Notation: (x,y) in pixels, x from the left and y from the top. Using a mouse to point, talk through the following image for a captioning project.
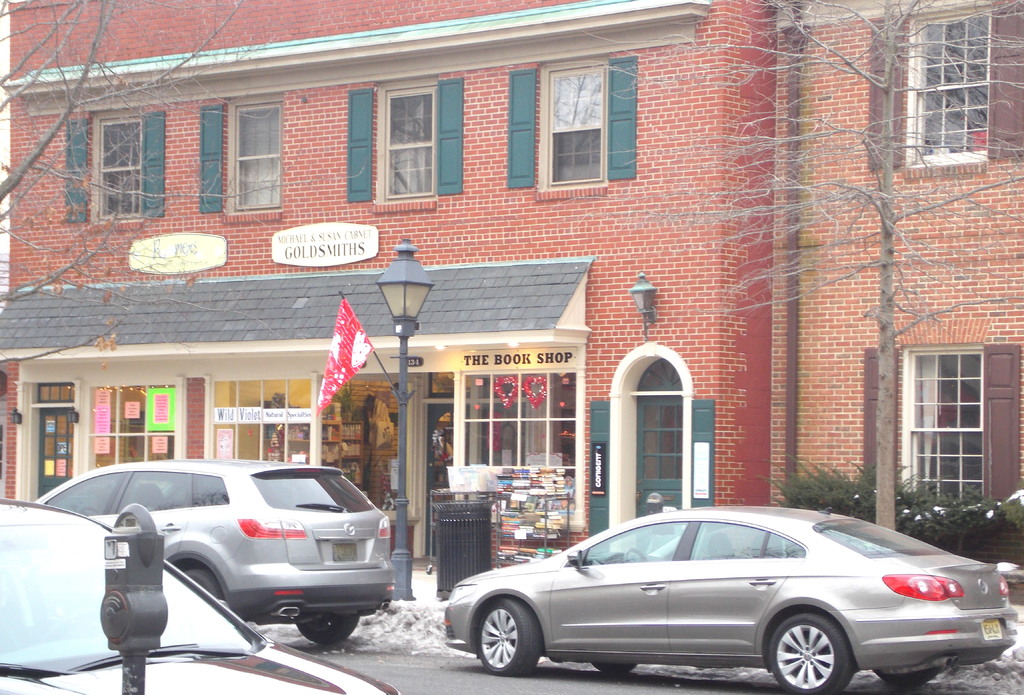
In this image I can see the group vehicles (269,656) on the road (372,674). To the left (135,616) I can see the pole (127,655). In the background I can see the pole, flag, trees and the dustbin (471,535). I can also see the windows (256,452) and boards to the building (240,221).
